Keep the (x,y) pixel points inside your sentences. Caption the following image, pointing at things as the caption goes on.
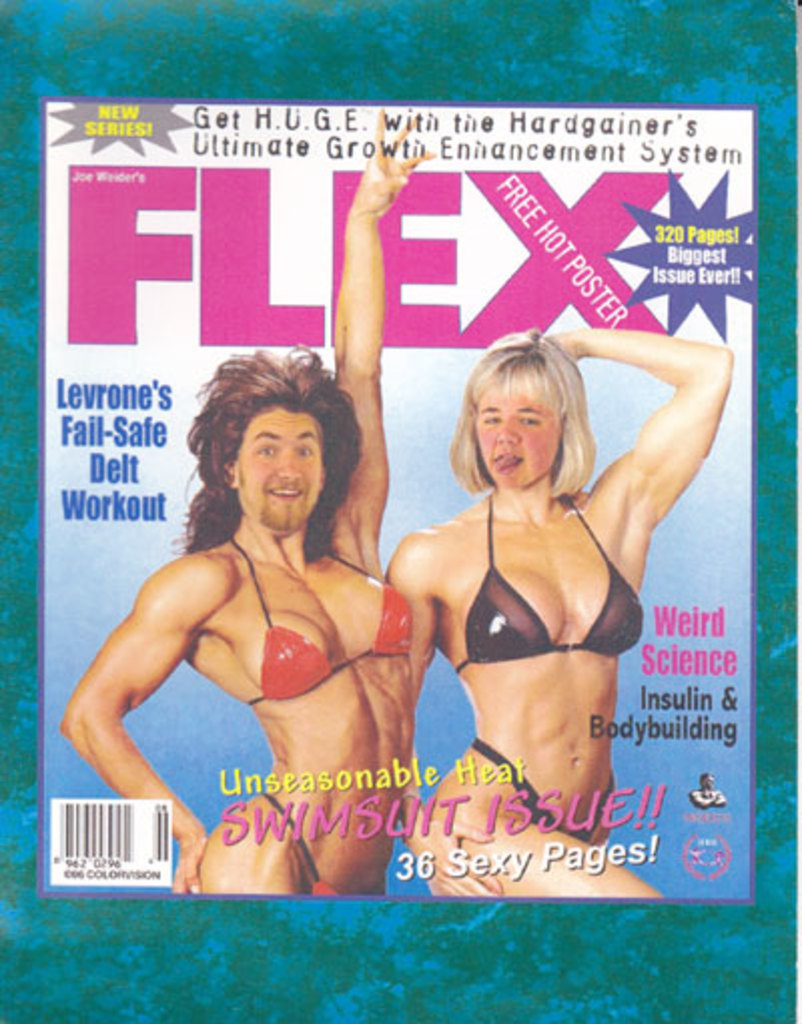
In the picture there is a front page (666,436) of a magazine (368,402), there are pictures (441,623) of two people (368,632) on the magazine cover page (397,476) and also some information (87,419).
